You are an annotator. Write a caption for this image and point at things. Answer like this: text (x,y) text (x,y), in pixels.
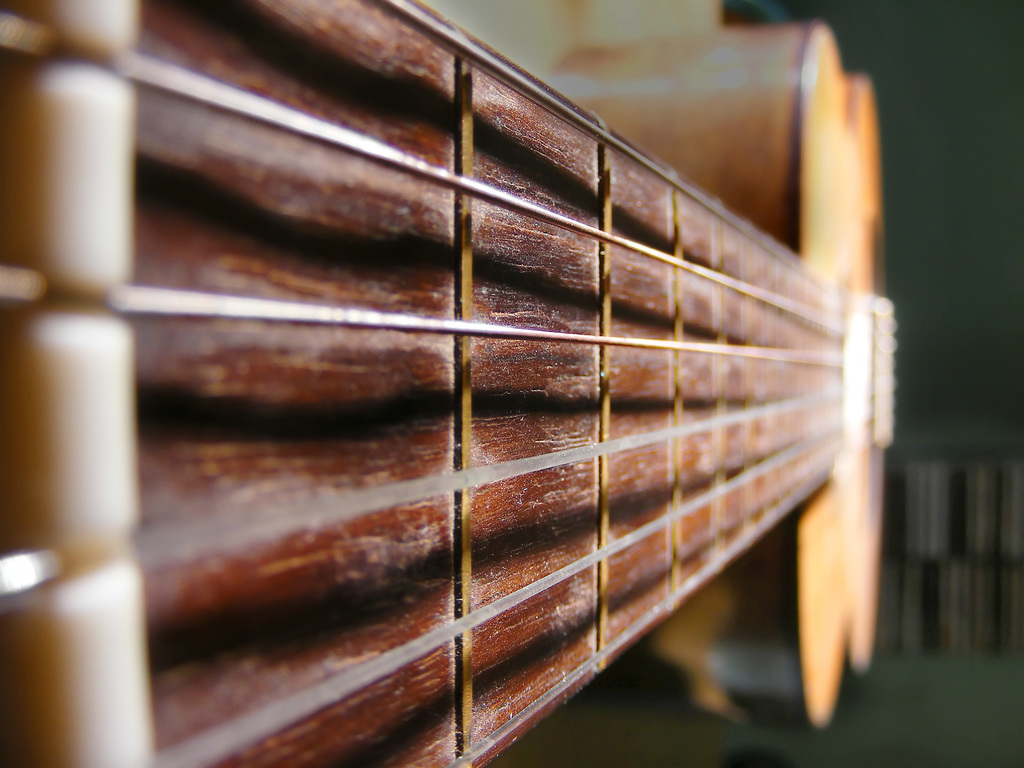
There are strings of the guitar (829,362). In background (873,278) there is brown in color.
